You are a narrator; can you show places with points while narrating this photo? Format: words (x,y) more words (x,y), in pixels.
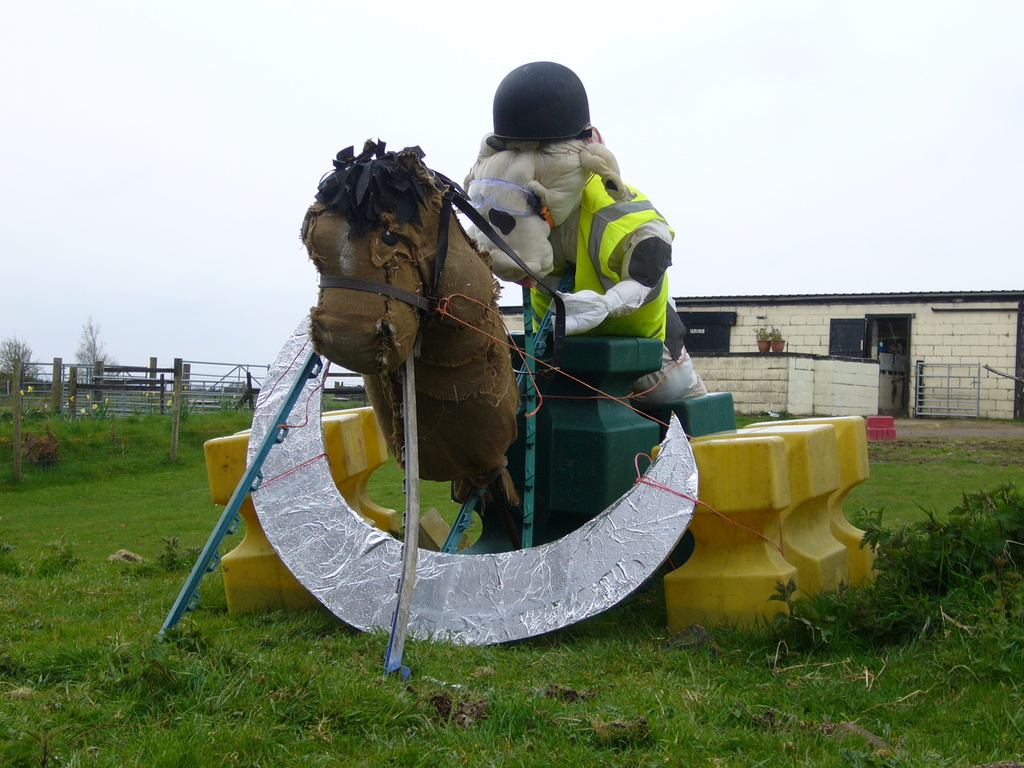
In the image we can see the sculptures (556,267) of animals (456,358). Here we can see the grass (662,709), house (806,412) and the fence (171,408). We can even see the trees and the sky (65,184).
